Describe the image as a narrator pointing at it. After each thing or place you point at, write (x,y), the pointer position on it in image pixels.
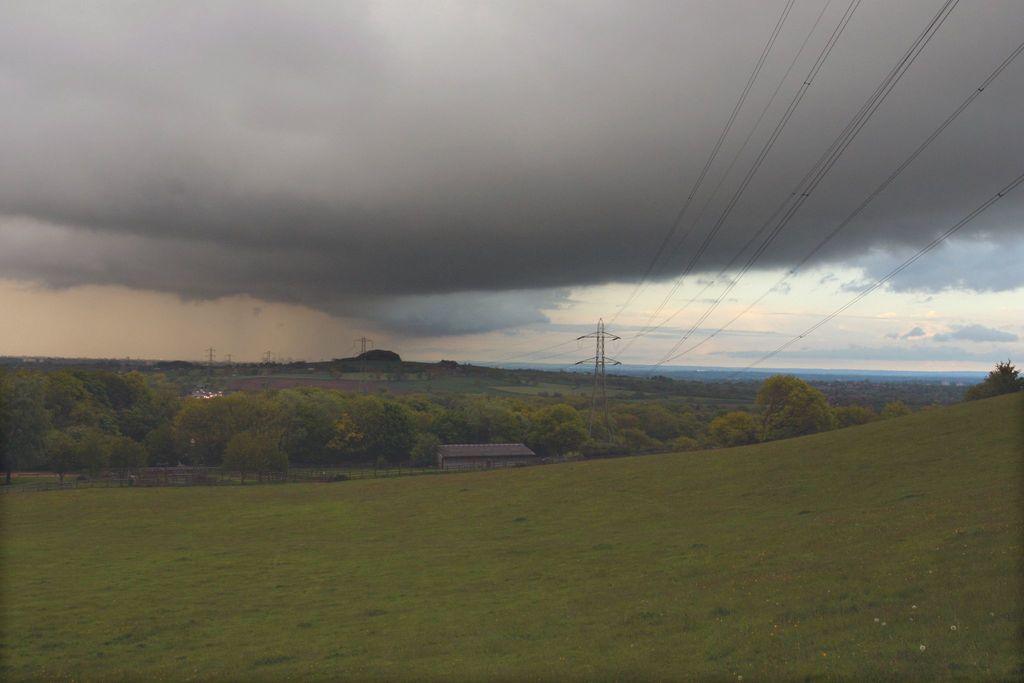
In this image, we can see trees (331,423), sheds (449,455), poles (604,335) along with wires (783,227). At the bottom (452,562), there is ground (623,569) and at the top (631,101), there is sky (648,110).
